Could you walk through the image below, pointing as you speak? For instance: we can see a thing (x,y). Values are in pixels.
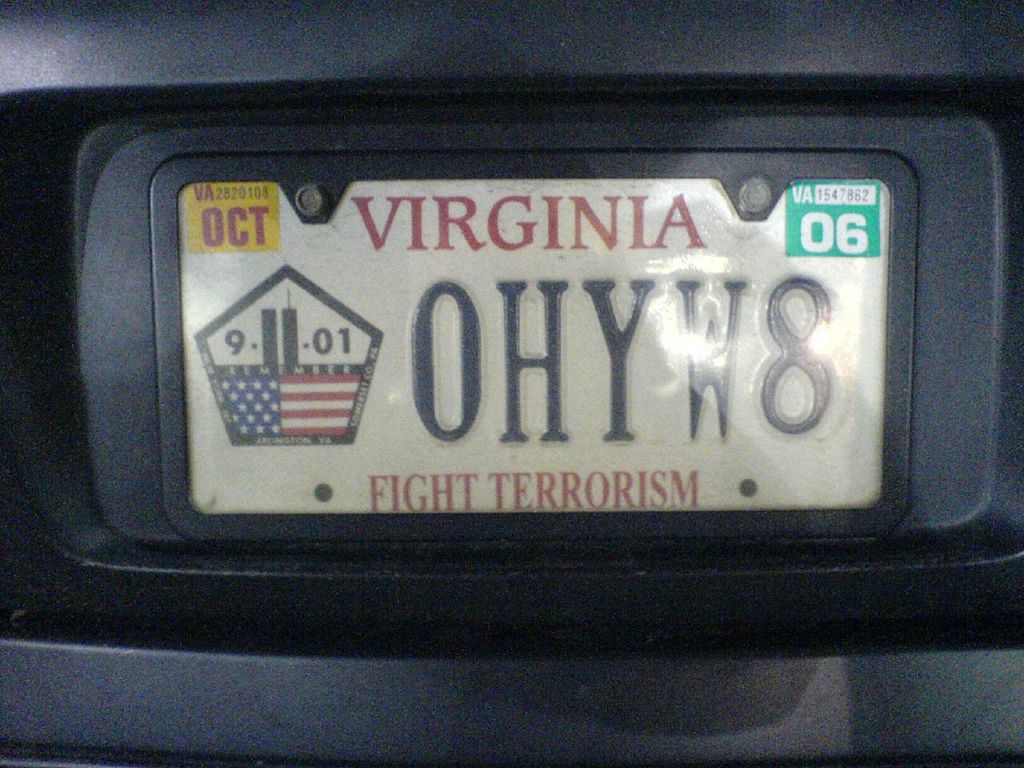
In this image, there is a white color board (753,251), on that board (309,259) there is VIRGINIA is printed in red color and OHYW8 FIGHT Terrorism is printed.
